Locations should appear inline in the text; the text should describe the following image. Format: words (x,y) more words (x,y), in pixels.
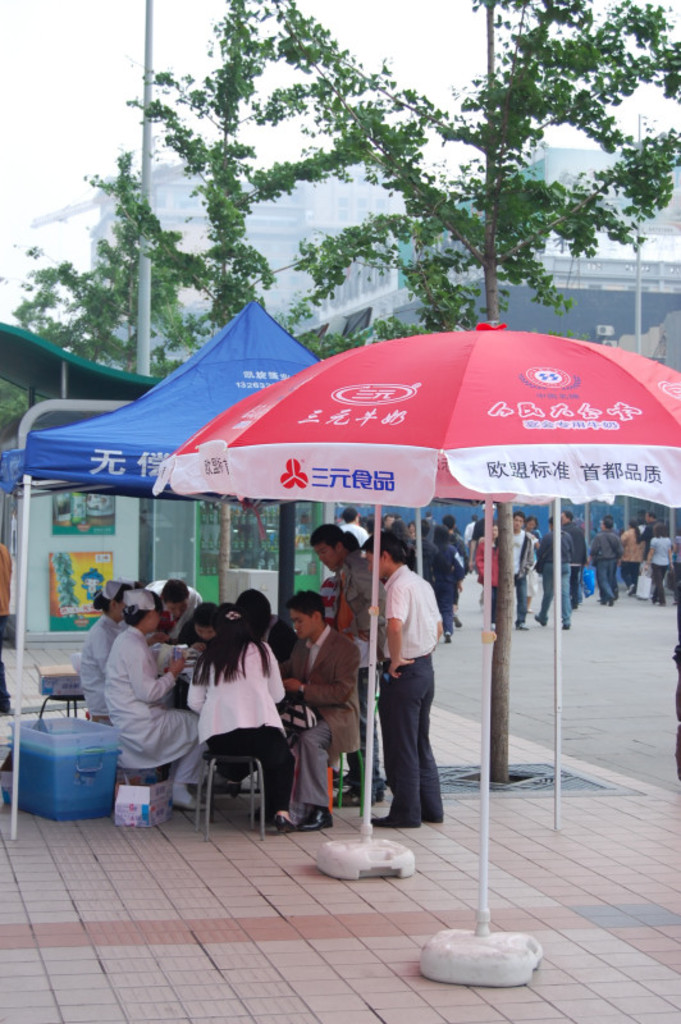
In this image we can see persons (231,628) sitting and standing under the parasols (263,490). In the background (124,285) we can see poles (145,100), buildings (193,257), trees (114,309), persons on the road (582,684) and sky (183,45).
